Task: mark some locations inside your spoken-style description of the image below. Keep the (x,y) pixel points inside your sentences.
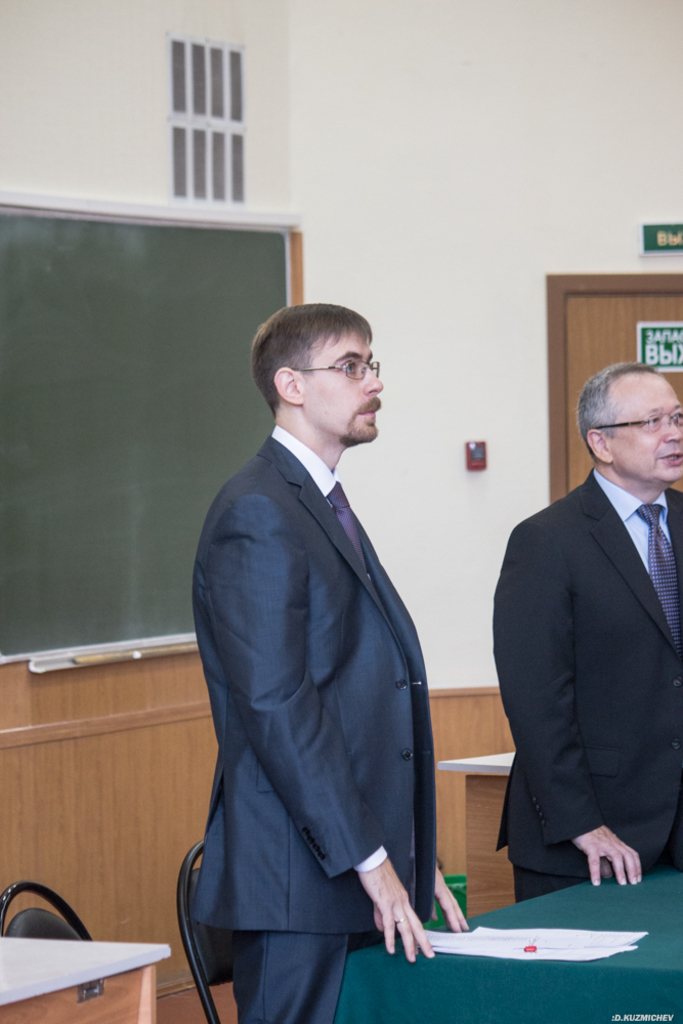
In this picture we can see two persons (347,562) are standing on the floor (178,1023). These are the chairs (188,861) and there is a table (569,979). On the background (512,233) there is a wall (416,256) and this is board (74,538). Here we can see a door (593,347).
